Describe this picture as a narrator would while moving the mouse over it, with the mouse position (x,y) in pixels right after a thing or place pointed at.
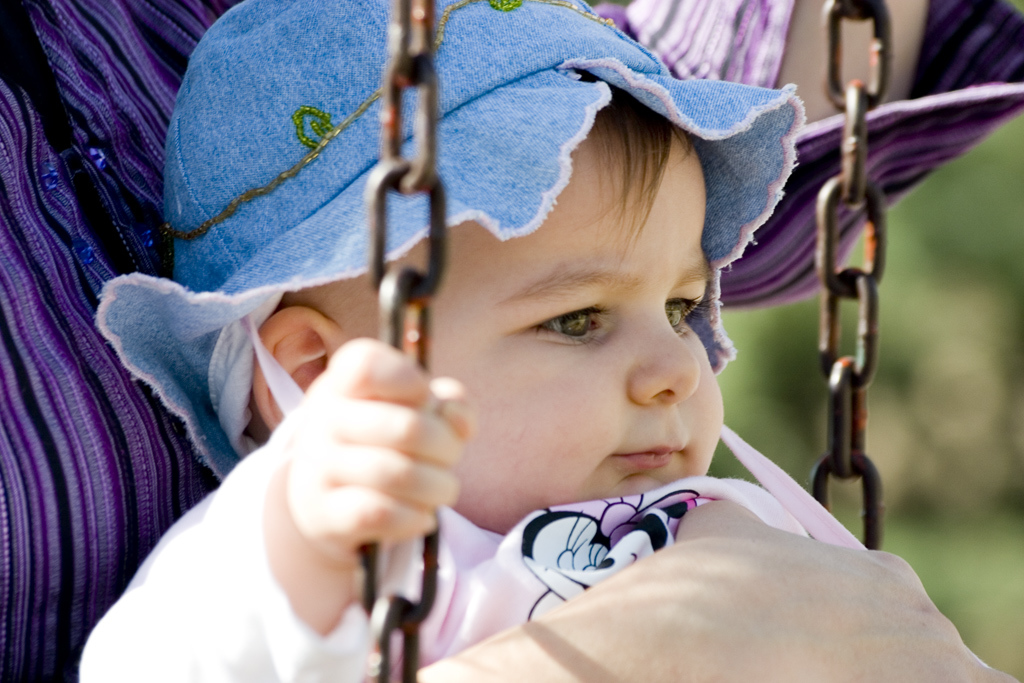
In this image I can see a baby (559,291) sitting on the swing (399,131) and wearing blue cap (375,117). Baby (364,368) is wearing colorful dress (286,638) and background (974,278) is blurred.
